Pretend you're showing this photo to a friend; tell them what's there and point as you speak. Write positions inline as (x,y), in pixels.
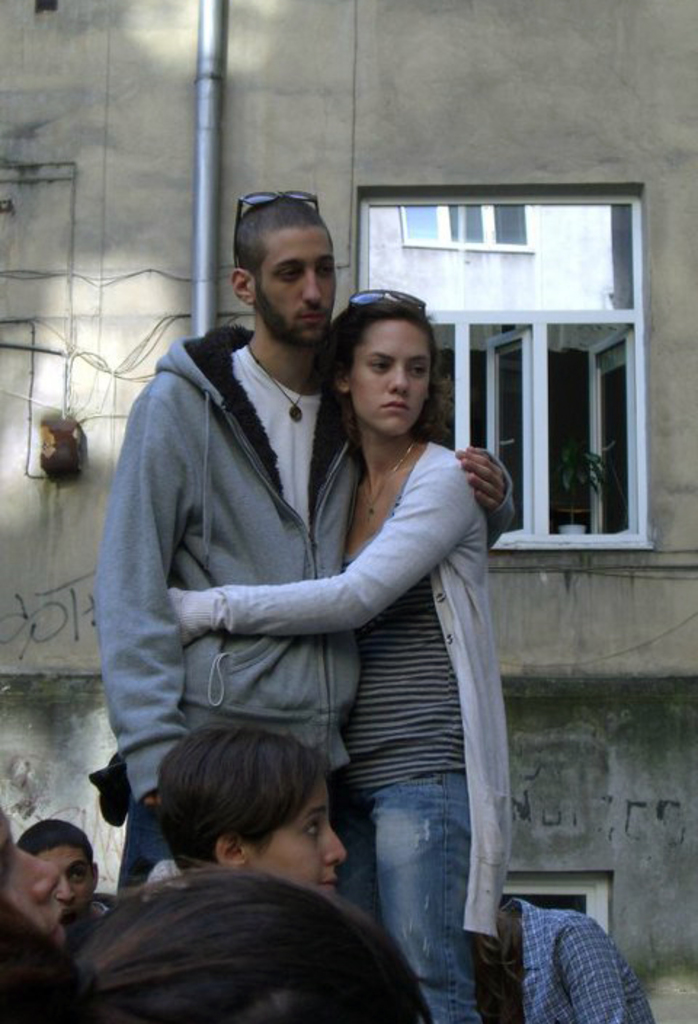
In this image there are two persons (374,493) standing and hugging each other, and there are group of people (221,759), building (487,60), window (540,308), pipe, plant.
